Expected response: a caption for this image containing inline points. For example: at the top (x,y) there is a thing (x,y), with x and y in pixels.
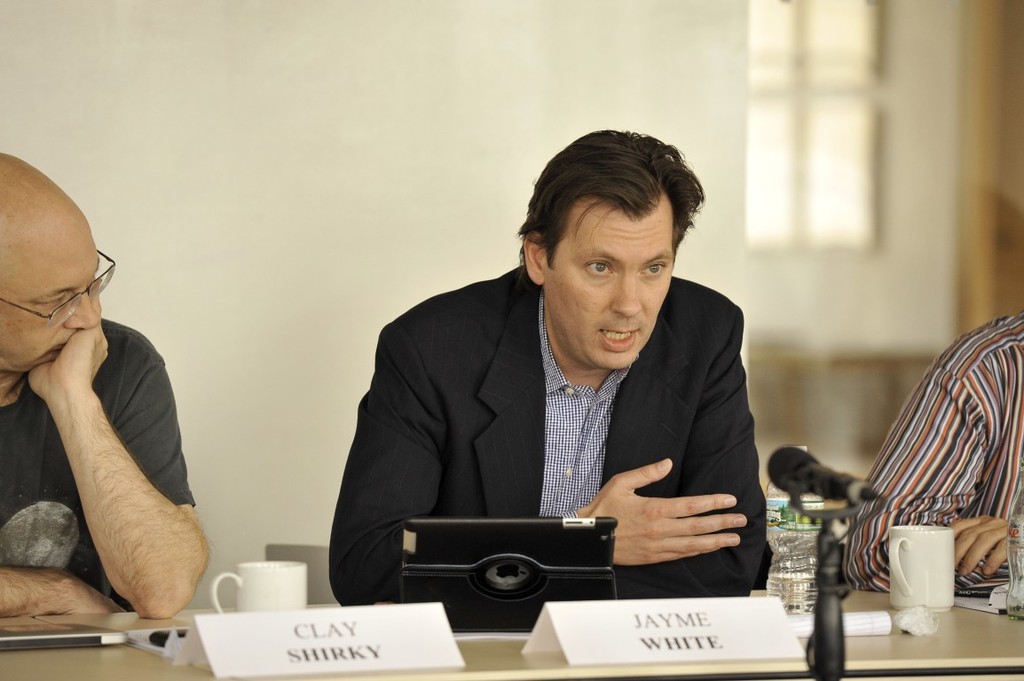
In the image we can see two men (14,514) sitting, wearing clothes (14,514) and the left side men (26,528) is wearing spectacles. Here we can see a table (72,655), on the table (72,655), we can see tea cup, bottle (806,543) and name plate (371,651). Beside these two men (519,290) there is another person (946,405) sitting. Here we can see a gadget (494,586), microphone (809,486) and the background (203,213) is blurred.
